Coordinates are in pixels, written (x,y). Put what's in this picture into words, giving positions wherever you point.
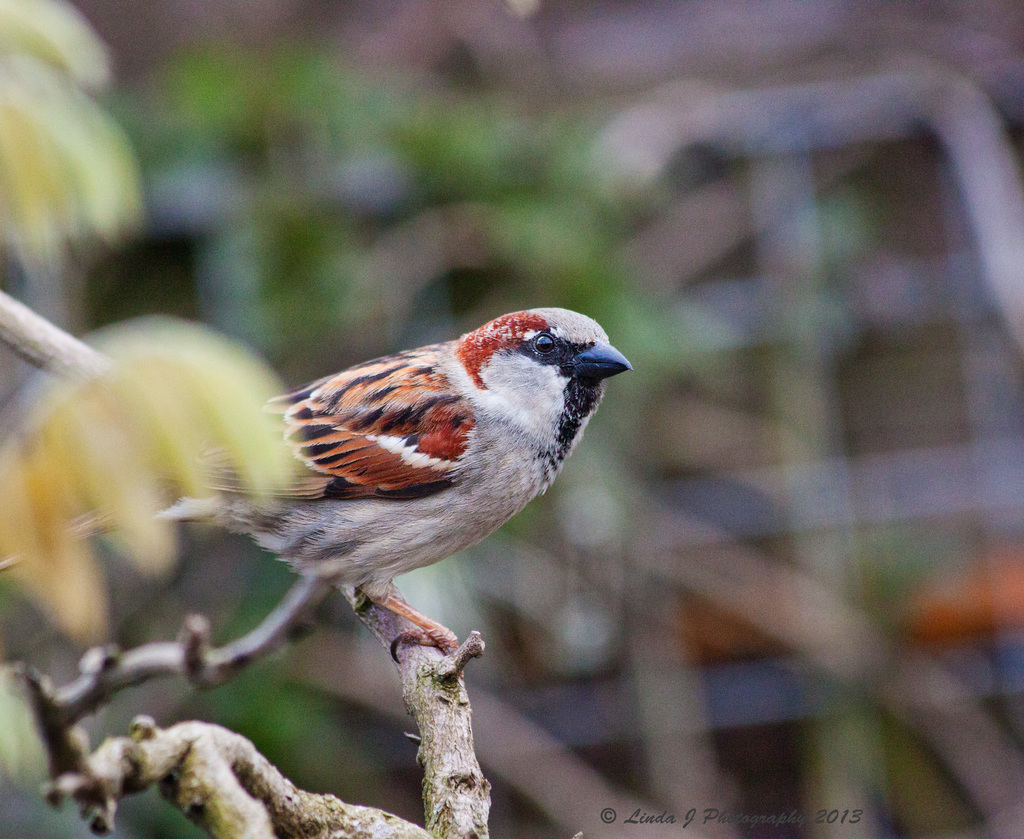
Here I can see a bird (390,482) on a stem (445,760). It is looking at the right side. On the left side (38,477) few leaves (79,450) are visible. The background (774,604) is blurred. At the bottom of this image (722,823) I can see some edited text (689,816).
